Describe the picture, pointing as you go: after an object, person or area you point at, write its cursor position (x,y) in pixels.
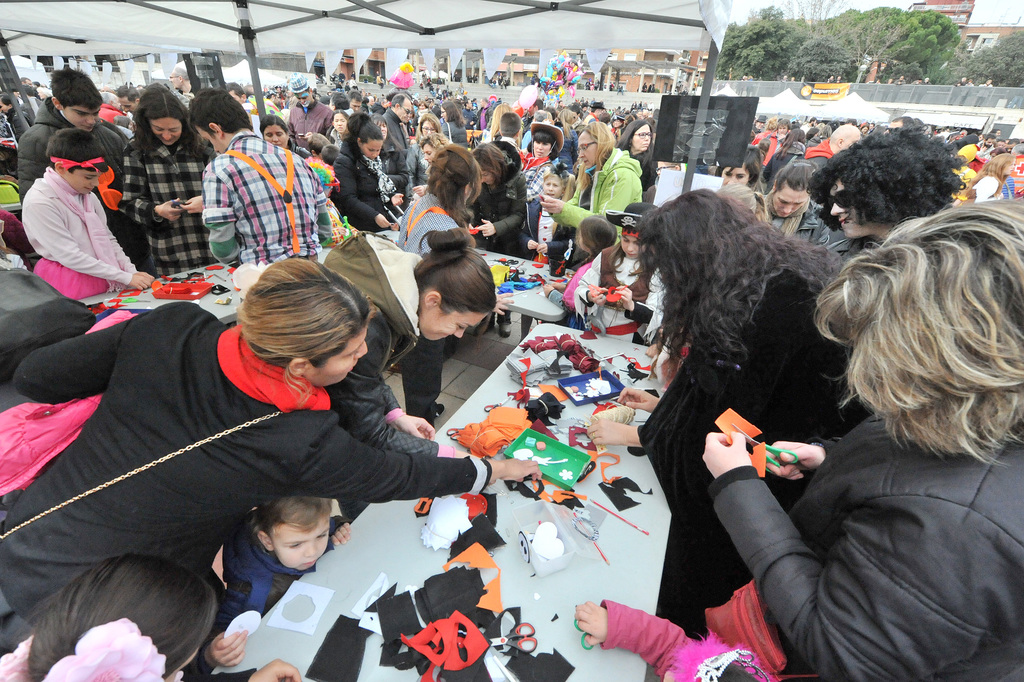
In the image I can see group of people (432,268) among them some are standing and some are holding objects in hands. On tables (504,565) I can see some objects (552,511). I can also see tables (514,546), fence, trees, buildings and other objects (713,124). In the background (870,1) I can see the sky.
